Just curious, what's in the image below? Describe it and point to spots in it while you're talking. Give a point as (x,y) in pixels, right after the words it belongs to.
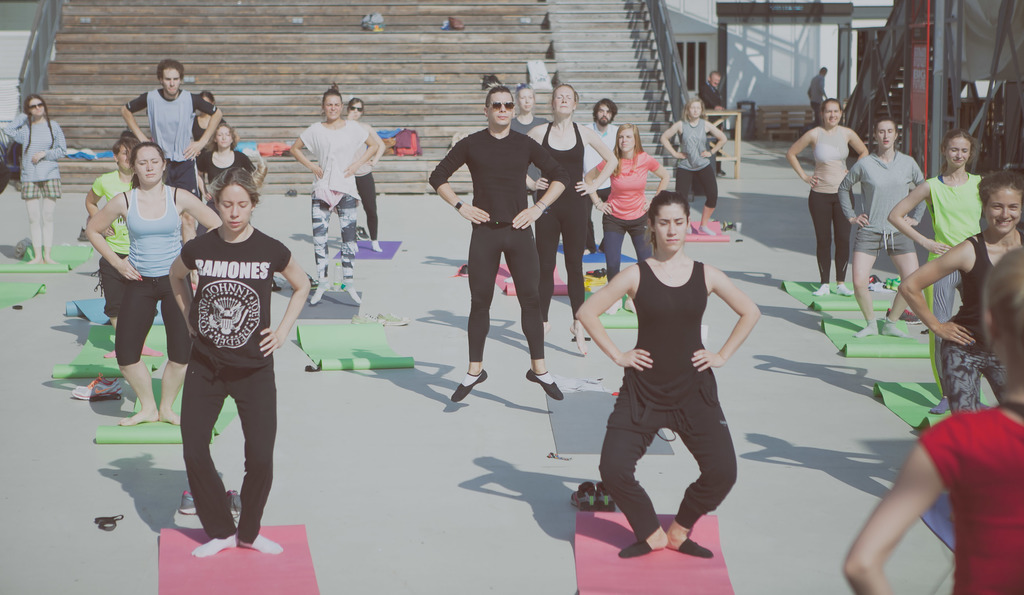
In this image, we can see some people (980,310) doing exercise, we can see some stairs (345,33) and there is a wall (741,39).
